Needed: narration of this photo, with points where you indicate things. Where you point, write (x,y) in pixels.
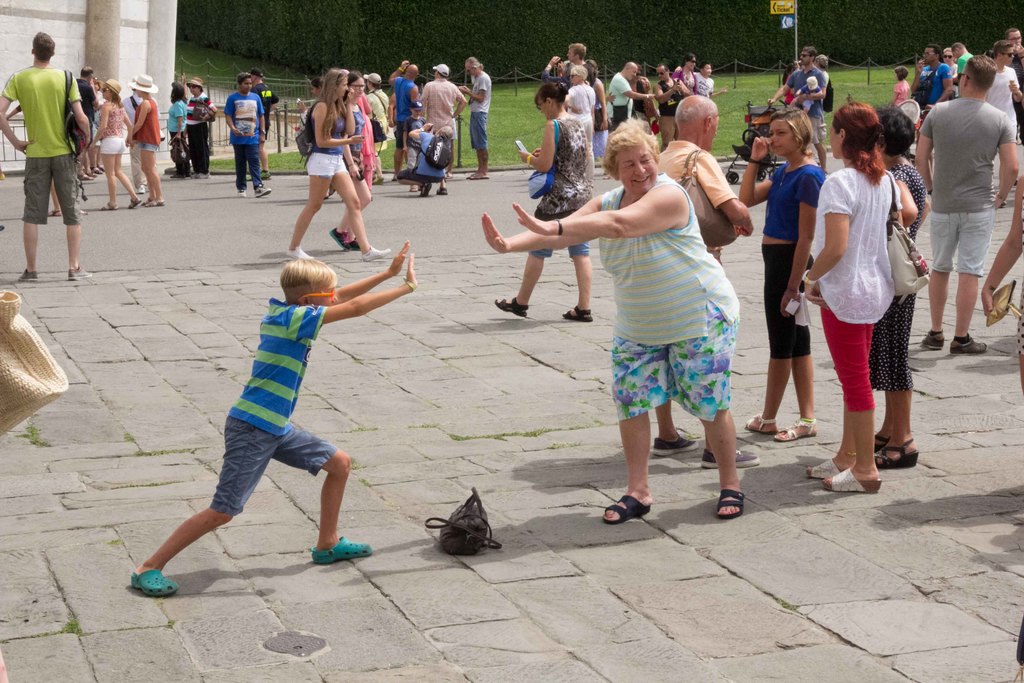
This image consists of many persons (964,232) on the road (408,622). At the bottom (463,523), there is a bag (450,548). In the background (318,26), there are many trees (477,32). On the left (31,55), there is a building (169,91) along with the fencing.
